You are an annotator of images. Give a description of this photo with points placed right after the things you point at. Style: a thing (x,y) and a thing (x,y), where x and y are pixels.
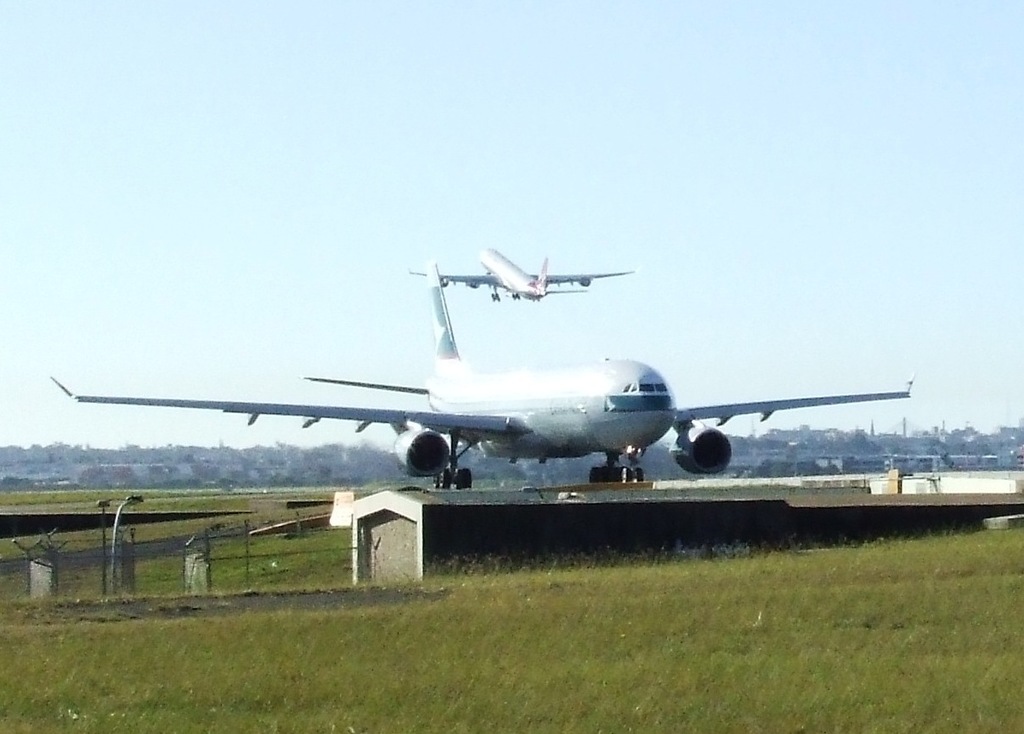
In the image we can see there is an aeroplane (626,376) standing on the runway (650,494) and there is an aeroplane (540,279) in the sky (469,229). There is a clear sky (420,193) and the ground (693,655) is covered with grass (548,675). There is an iron fencing (248,538) and street light pole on the ground (319,539).
